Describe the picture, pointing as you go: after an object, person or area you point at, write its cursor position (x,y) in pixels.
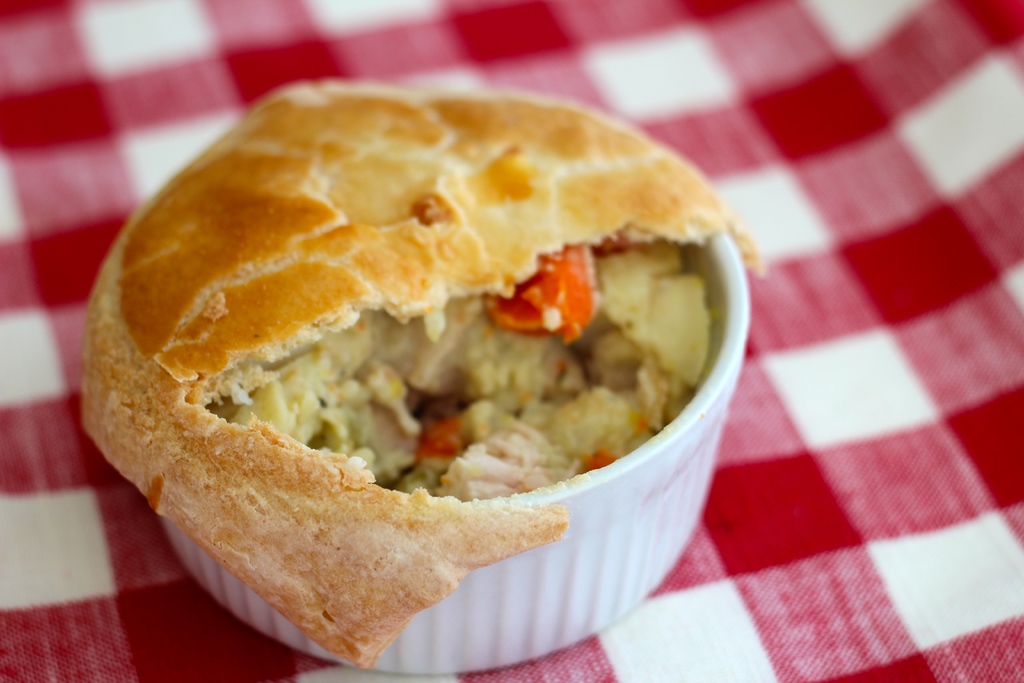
This is the picture of a white cup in which there is some food item (389,420) on the mat (332,64) which is in red and white color.
